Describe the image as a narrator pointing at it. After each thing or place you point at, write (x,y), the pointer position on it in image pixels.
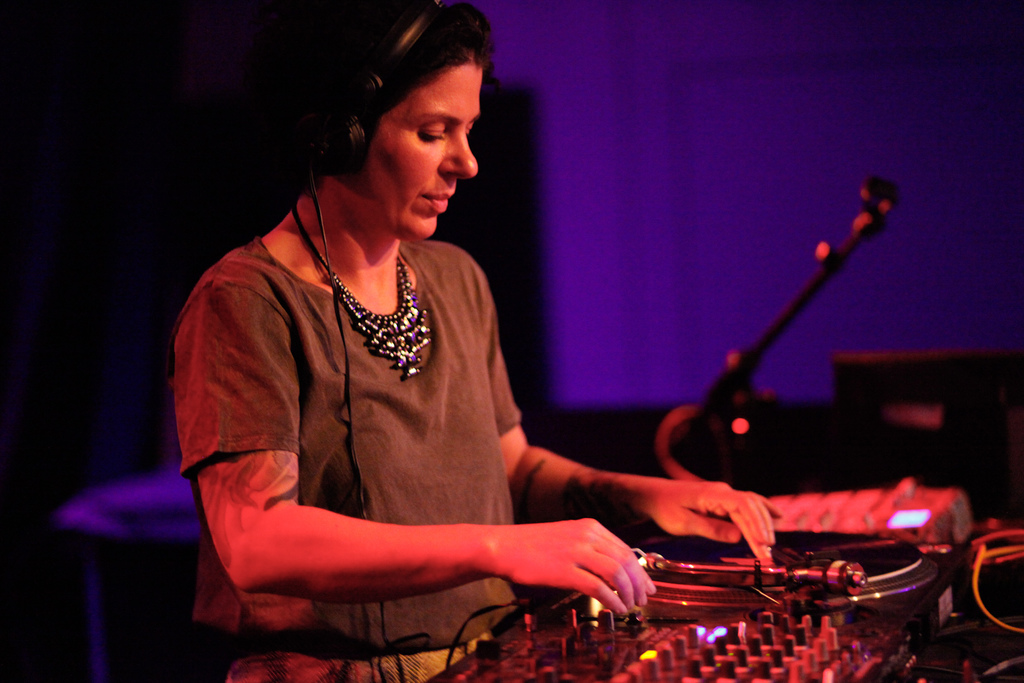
In this image we can see one woman (360,544) standing near the pioneer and wearing a headset (411,45). There is one blue color wall (609,385), some objects (919,395) on the floor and one DJ pioneer controller box (536,681).
